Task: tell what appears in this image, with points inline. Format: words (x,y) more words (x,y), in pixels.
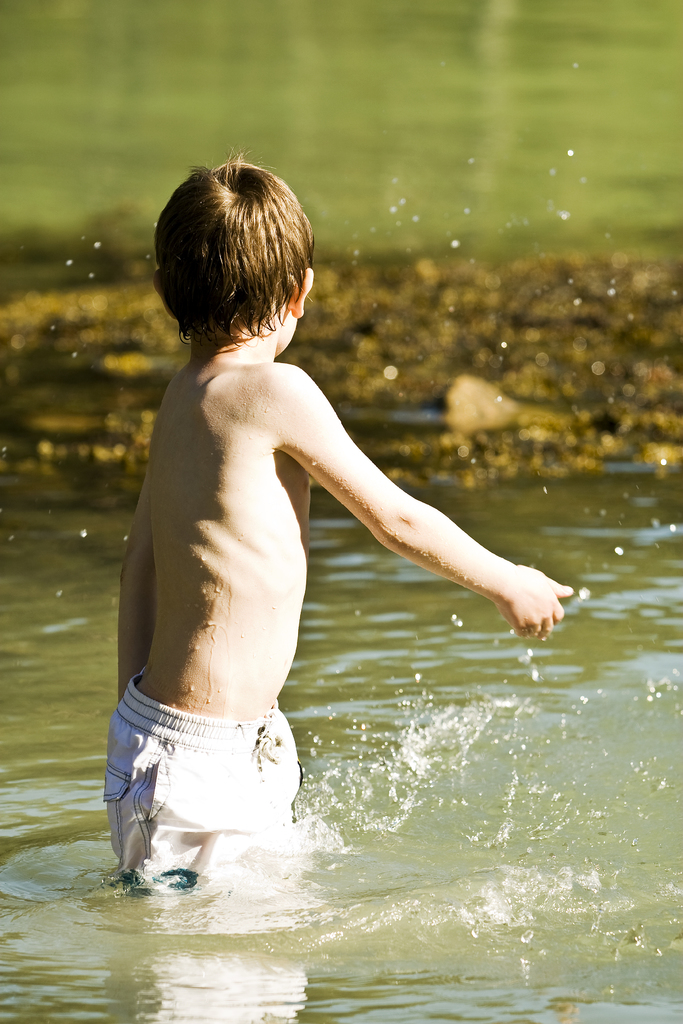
In this image we can see there is a person (226,521) in the water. And there is a sand (350,308) and green color background (541,128).
